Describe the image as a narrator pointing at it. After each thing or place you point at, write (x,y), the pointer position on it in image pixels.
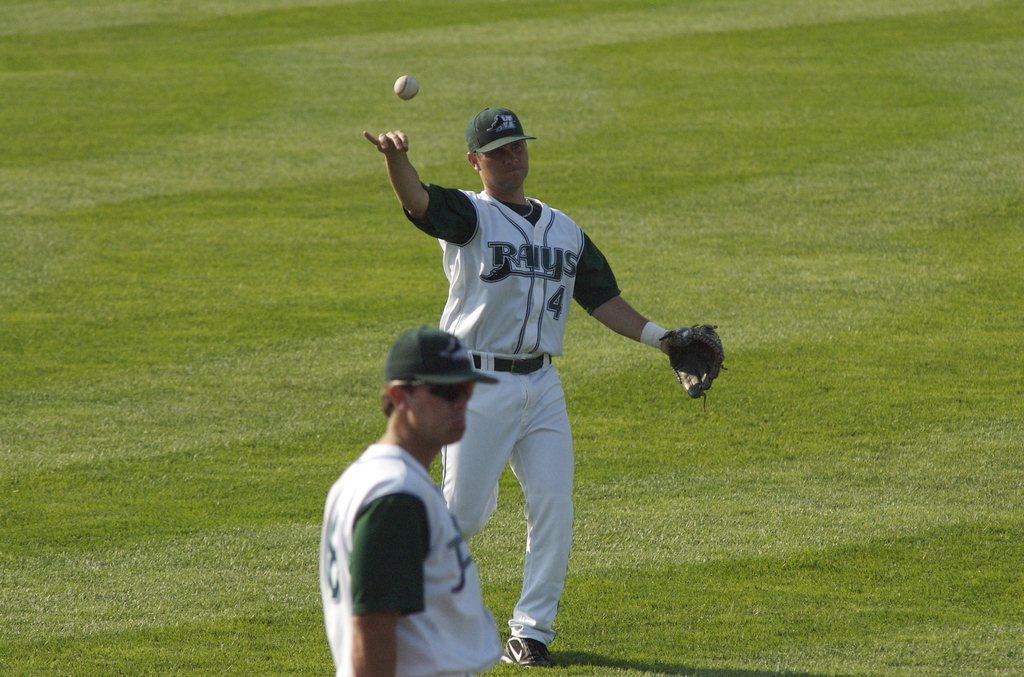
In this picture there is a man (535,573), he might be walking. In the foreground (453,600) there is a man (459,566) standing. At the top (401,96) there is a ball (398,83) in the air. At the bottom (138,461) there is grass (241,381).
